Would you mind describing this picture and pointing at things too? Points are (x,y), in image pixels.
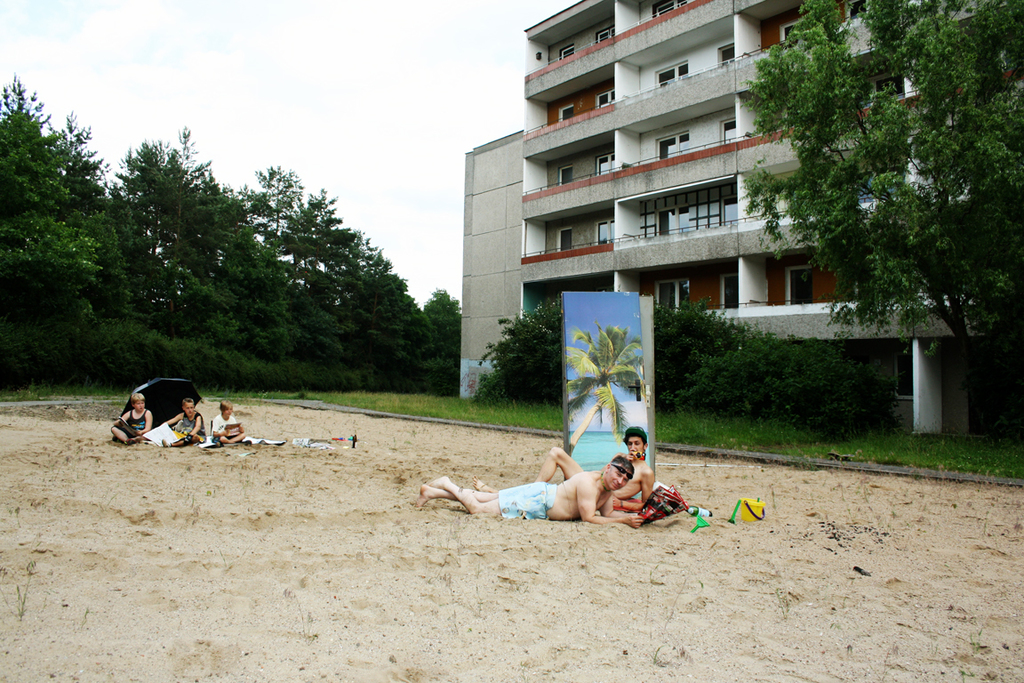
In this image I can see a building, in front of the building (919,176) I can see trees (883,191) on the right side (892,207) and I can see three persons (201,430) sitting on the ground (174,451) beside that persons (190,403) I can see an umbrella (192,389) and I can see two persons (521,505) lying on the ground (523,615) in the middle (638,451), beside that persons (595,487) I can see a board (599,318) and I can see trees (237,242) and the sky (258,109) on the left side (309,100).
